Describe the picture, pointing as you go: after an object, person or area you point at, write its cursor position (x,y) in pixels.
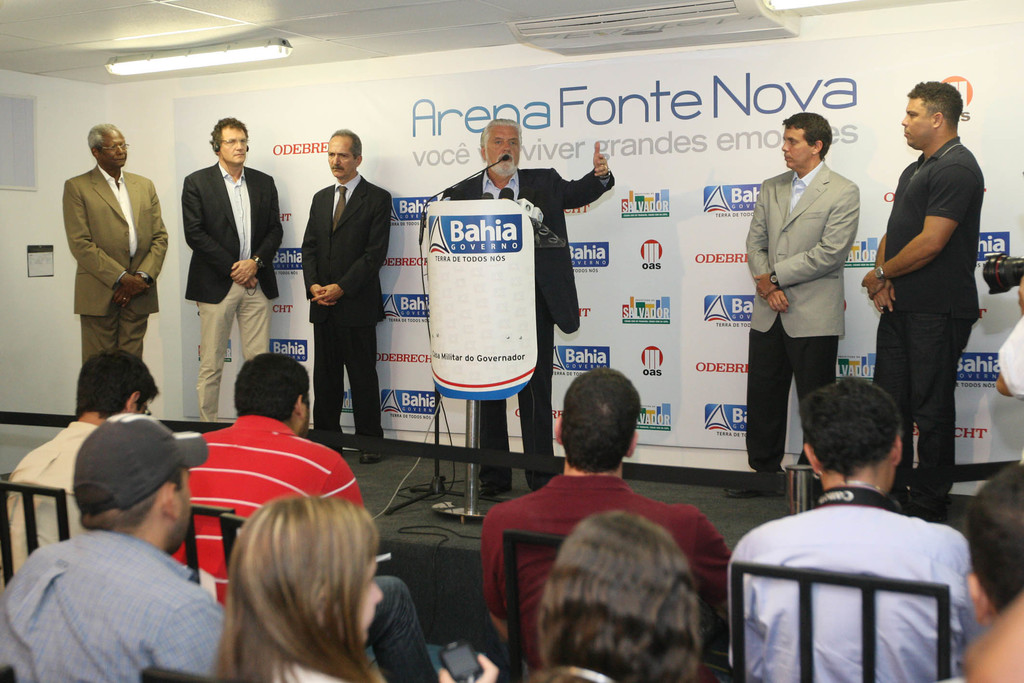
In this image I can see few people (250,548) are sitting on chairs (11,677) in the front (257,621) and in the background (76,232) I can see few men (78,195) are standing. In the background (545,224) I can see a podium (437,343), and mic (529,198), a white colour board (361,127), a light (265,51) on the ceiling (23,50) and on the board (189,167) I can see something is written. In the front (479,668) I can see a woman (449,673) is holding a mobile phone (451,658).
